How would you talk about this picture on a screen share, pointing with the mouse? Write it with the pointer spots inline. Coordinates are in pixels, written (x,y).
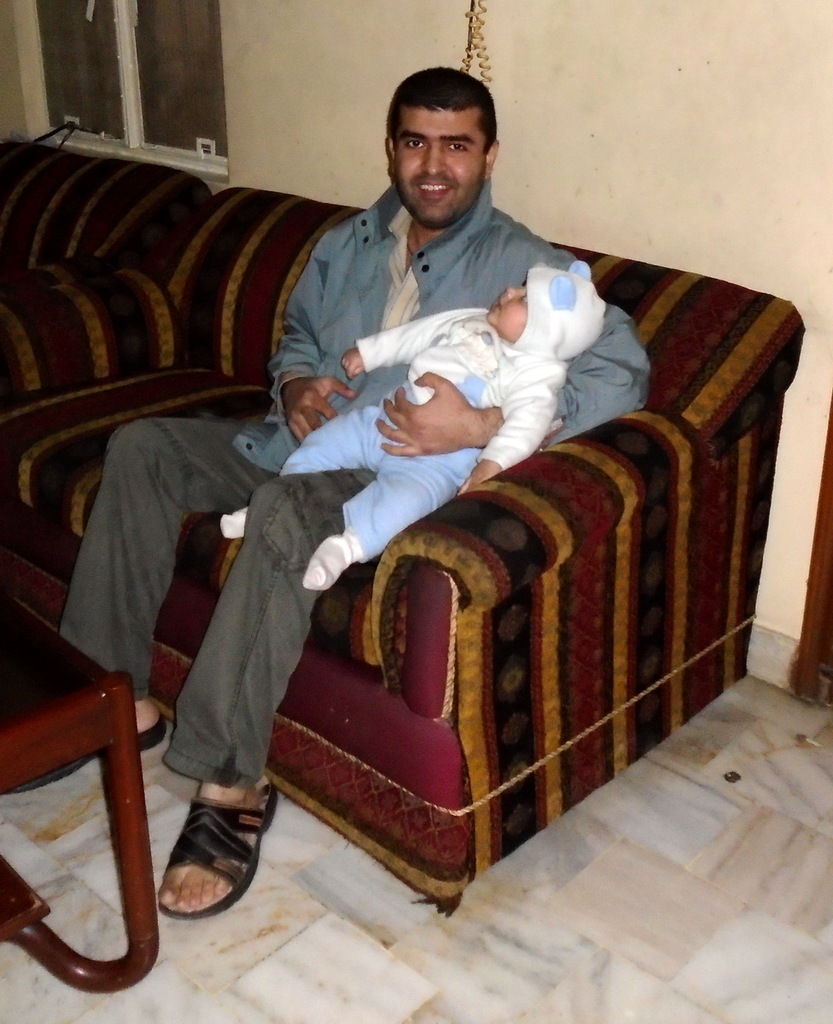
In this image we can see a person (377,268) holding a baby (487,375) with his hand (488,420), sitting in a sofa (446,539) placed on the ground (641,830). In the background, we can see a table (12,742) and the window (213,83).
